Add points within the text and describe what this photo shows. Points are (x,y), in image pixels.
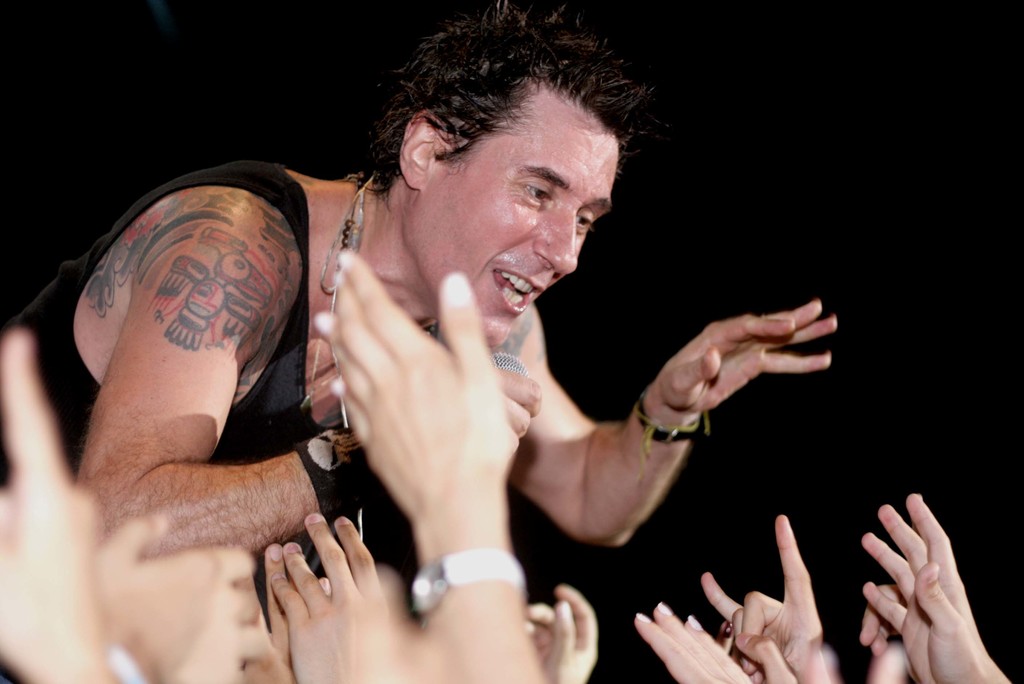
At the bottom of the image (491,461) there are hands (951,601) of people (544,603). At the center of the image (480,307) there is a person (221,380).
